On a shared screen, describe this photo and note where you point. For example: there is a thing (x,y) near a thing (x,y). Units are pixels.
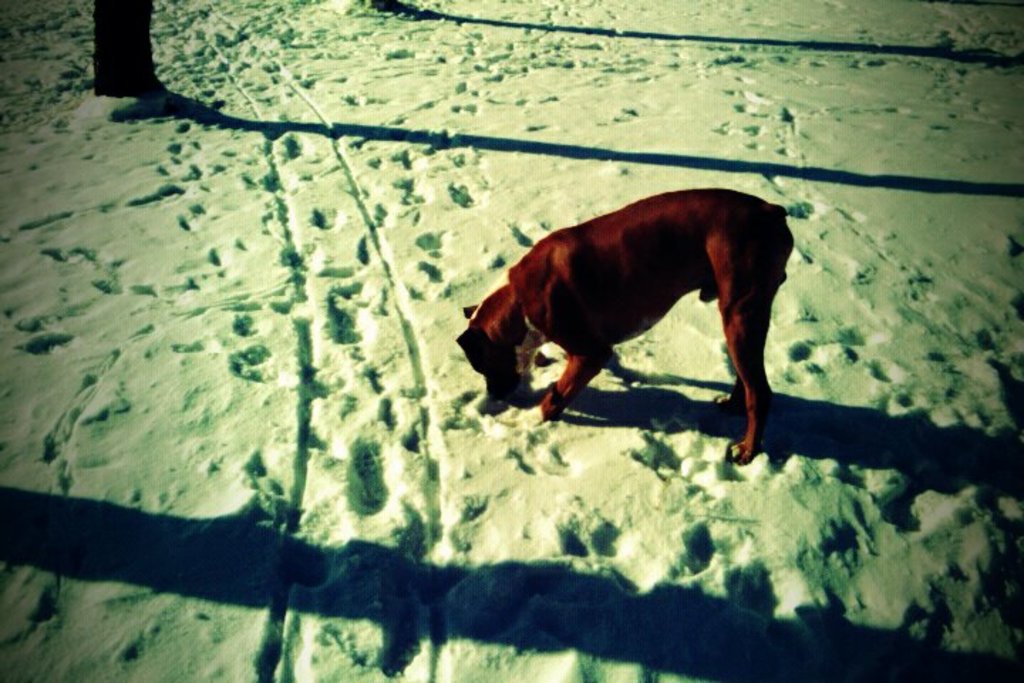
In the center of the image (539,313), we can see an animal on the snow (350,475) and we can see some shadows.
